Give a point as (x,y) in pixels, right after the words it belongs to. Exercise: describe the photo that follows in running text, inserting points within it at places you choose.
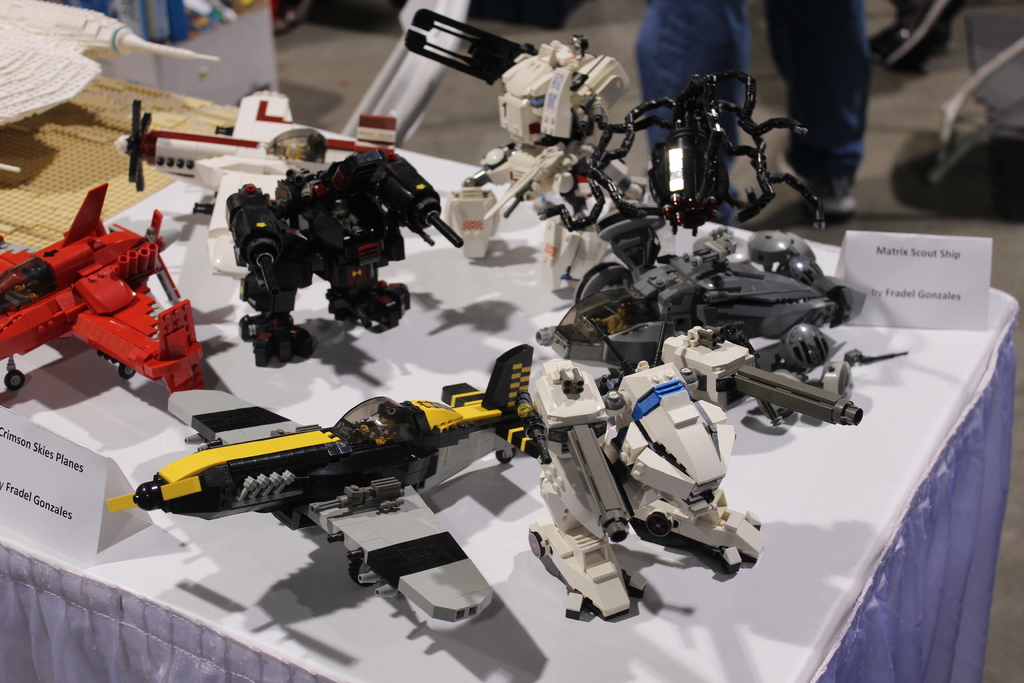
In this image in the center (553,367) there are toys (304,277) on the table (790,498) which is covered with white colour cloth (808,538) and there are papers (909,273) with some text (899,296) written on it. In the background (822,70) there are persons (833,62).
